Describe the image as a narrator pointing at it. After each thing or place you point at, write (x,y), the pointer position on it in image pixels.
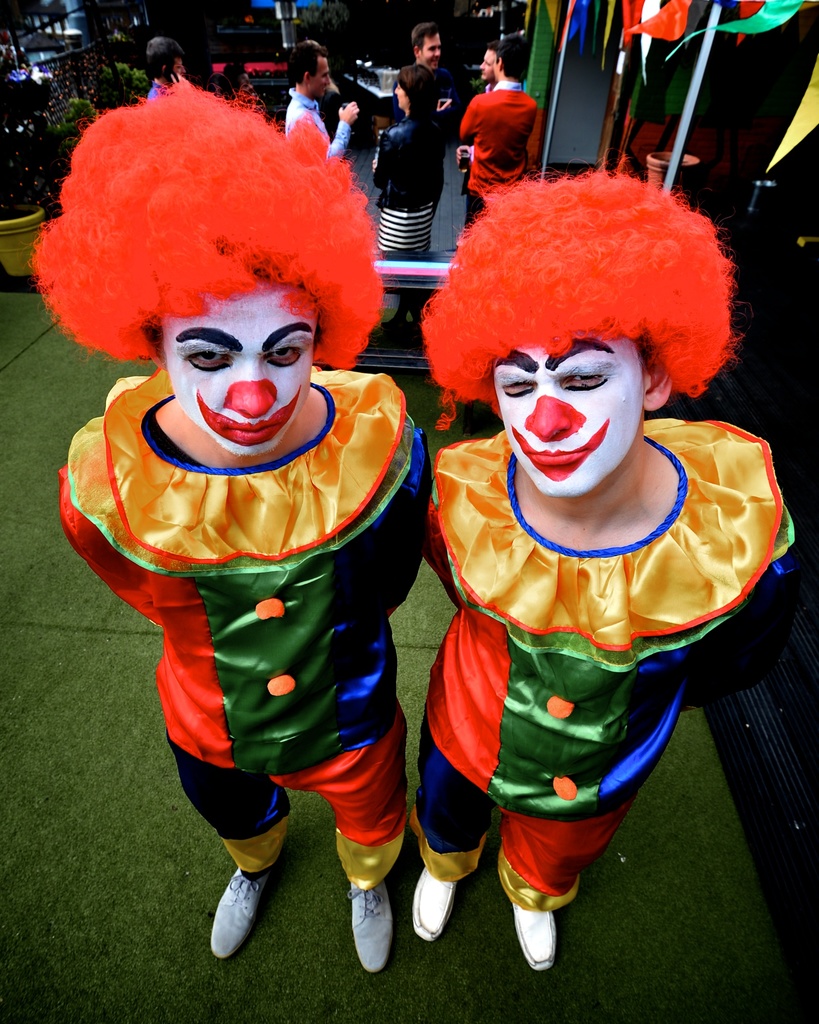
In this image I can see two persons (323,592) wearing a joker dresses (380,505) and wearing red color wigs (233,229), in the background (496,122) I can see few persons (418,121) and a bench (389,276) and flower pot (7,206) on the left side (10,238).
